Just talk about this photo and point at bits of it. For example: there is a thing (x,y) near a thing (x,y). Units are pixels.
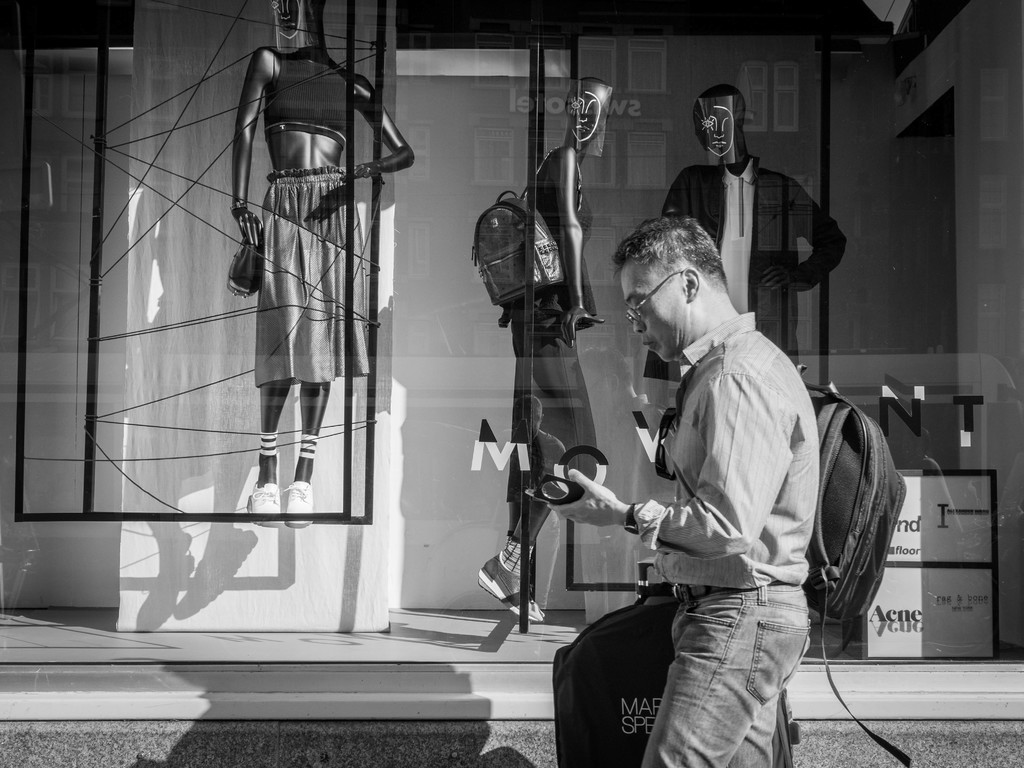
This is a black and white picture. In this picture, we see a man (661,548) is standing and he is holding a bag (594,638) and a black color object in his hand (563,512). He is wearing the spectacles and a black backpack (870,502). Beside him, we see the glass display (285,491) from which we can see the mannequins (284,326) of a woman (260,233) and the man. In the background (609,247), we see a wall (857,202).
